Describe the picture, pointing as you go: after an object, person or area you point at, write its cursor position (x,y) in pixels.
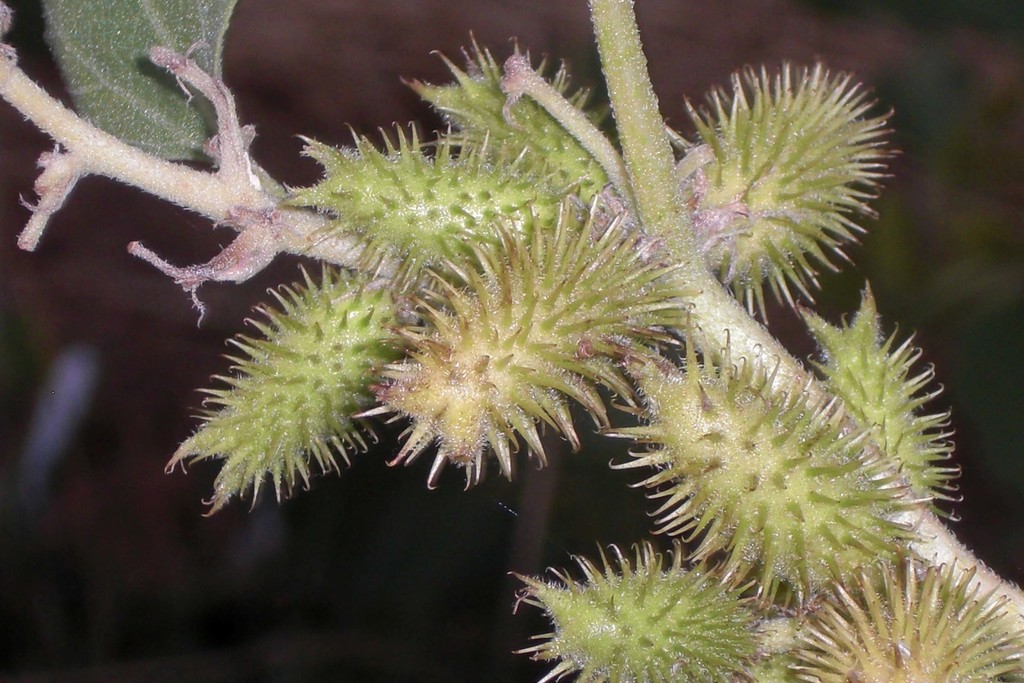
This picture is consists of thorn plant (746,317) in the image.
